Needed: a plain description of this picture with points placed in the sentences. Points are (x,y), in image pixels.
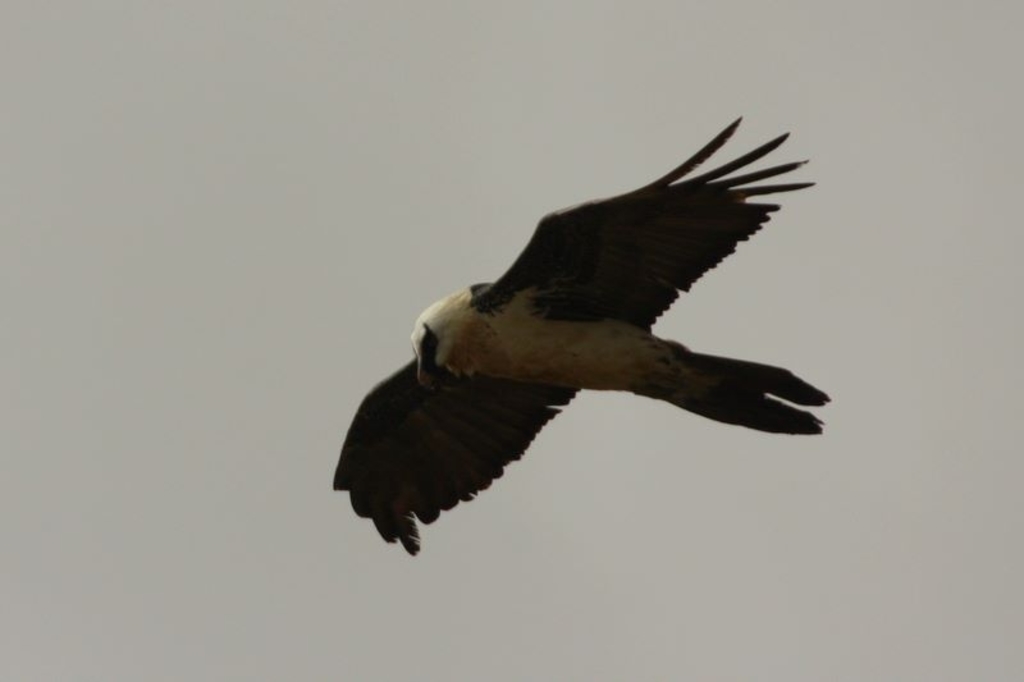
In this image we can see a bird (793,414) flying in the air (575,399).
